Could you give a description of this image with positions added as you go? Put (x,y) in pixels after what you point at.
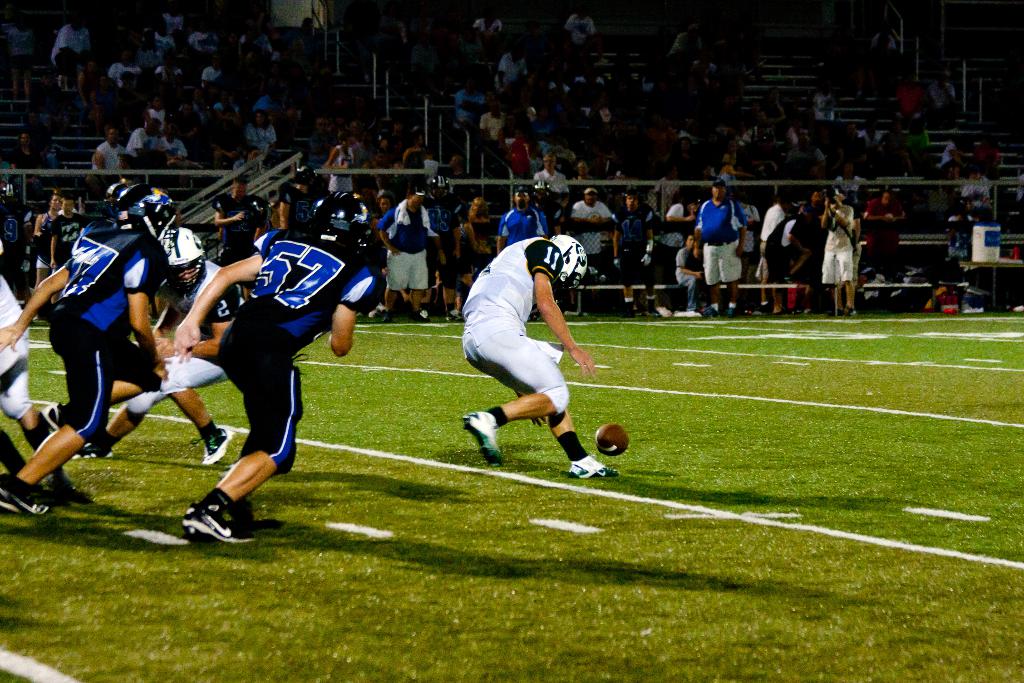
In this image I can see the group of people (278,388) are on the ground (455,492). These people (307,332) are wearing the black and white color dresses (253,334) and I can see the ball (619,436) in the air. In the back (432,269) I can see few people (411,218) standing in-front of the railing (663,213). I can also see many people (500,142) sitting in the stadium (787,134).
